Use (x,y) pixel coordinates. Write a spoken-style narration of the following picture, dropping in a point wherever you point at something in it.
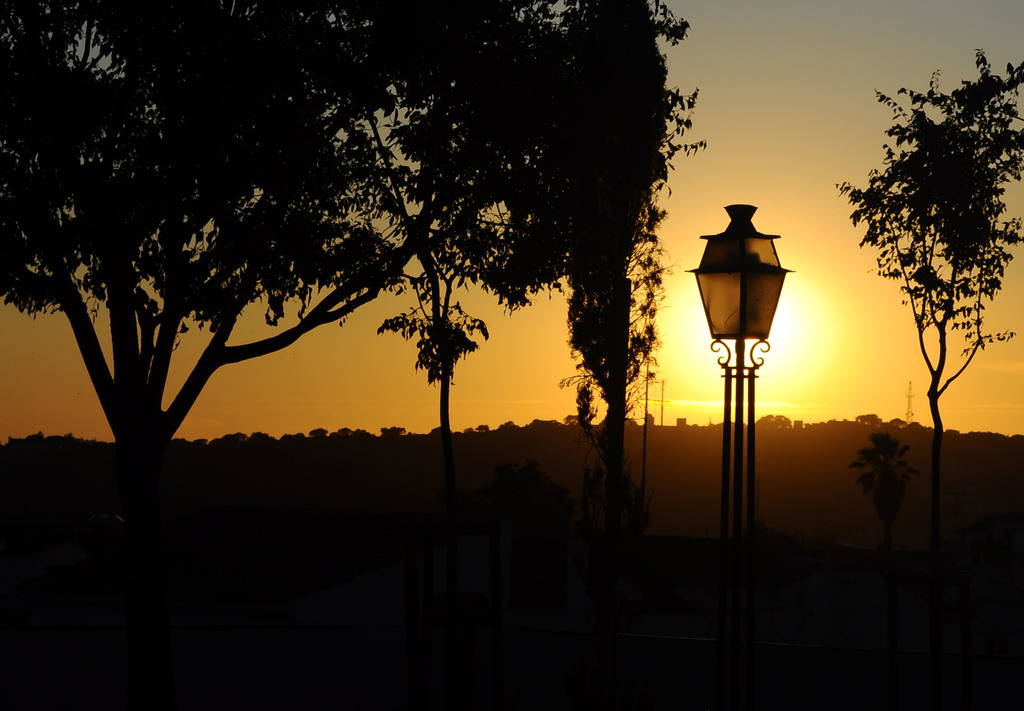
In this image there is the sky (823,318), there is the sun (776,324) in the sky (706,218), there are trees (268,165), there is a streetlight (746,219) on the stand (733,609).
